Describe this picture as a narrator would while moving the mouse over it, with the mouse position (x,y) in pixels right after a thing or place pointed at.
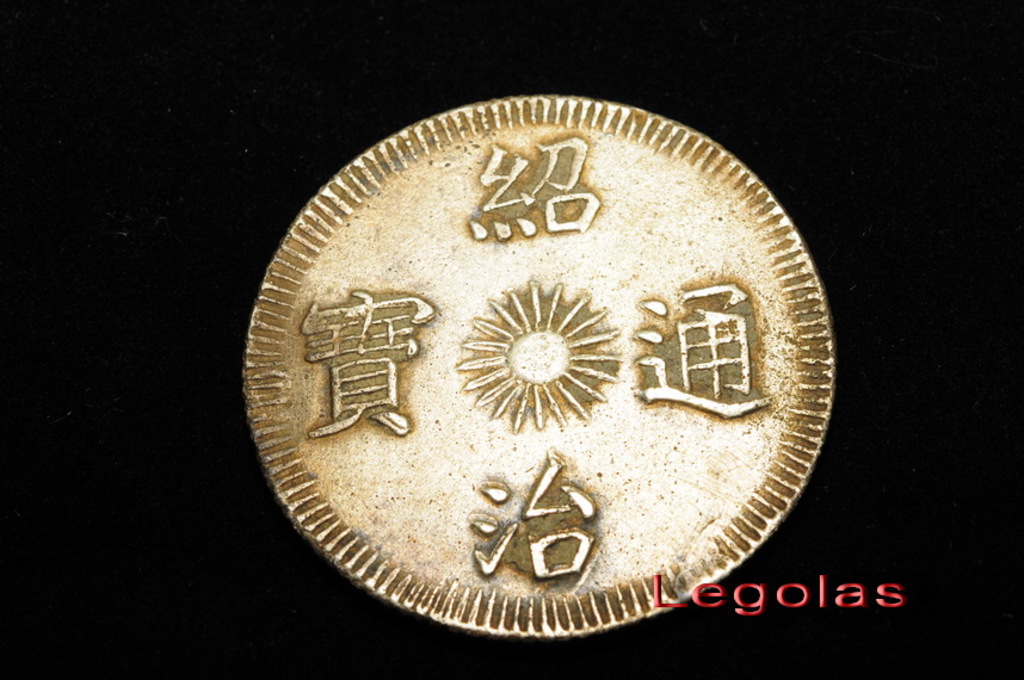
In the image there is a coin (353,329) on a black surface (221,545) and there are some symbols (504,336) on the coin (517,473), there is a text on the right side (697,592) bottom of the image (727,598).
